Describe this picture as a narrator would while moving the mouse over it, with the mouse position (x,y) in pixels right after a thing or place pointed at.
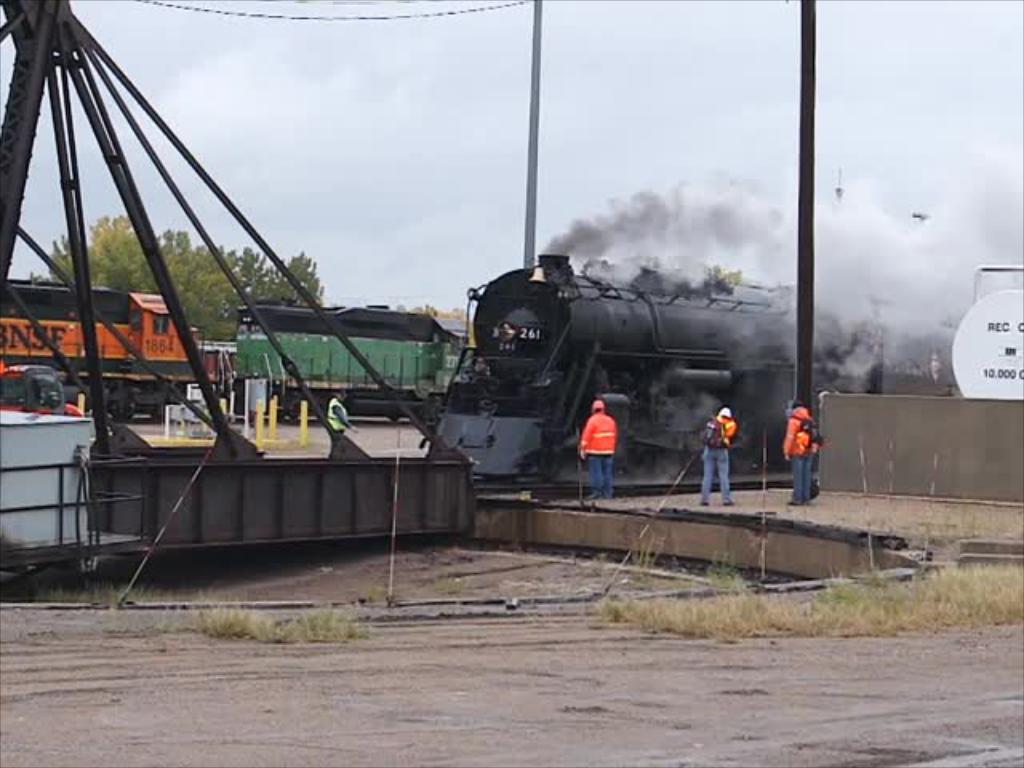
In this image, we can see three persons (588,431) wearing clothes (603,465) and standing in front of the train (587,307). There is a metal frame (15,203), train (115,351) and tree (196,300) on the left side of the image (196,289). There are poles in the middle of the image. There is a sky (383,162) at the top of the image (406,107).
